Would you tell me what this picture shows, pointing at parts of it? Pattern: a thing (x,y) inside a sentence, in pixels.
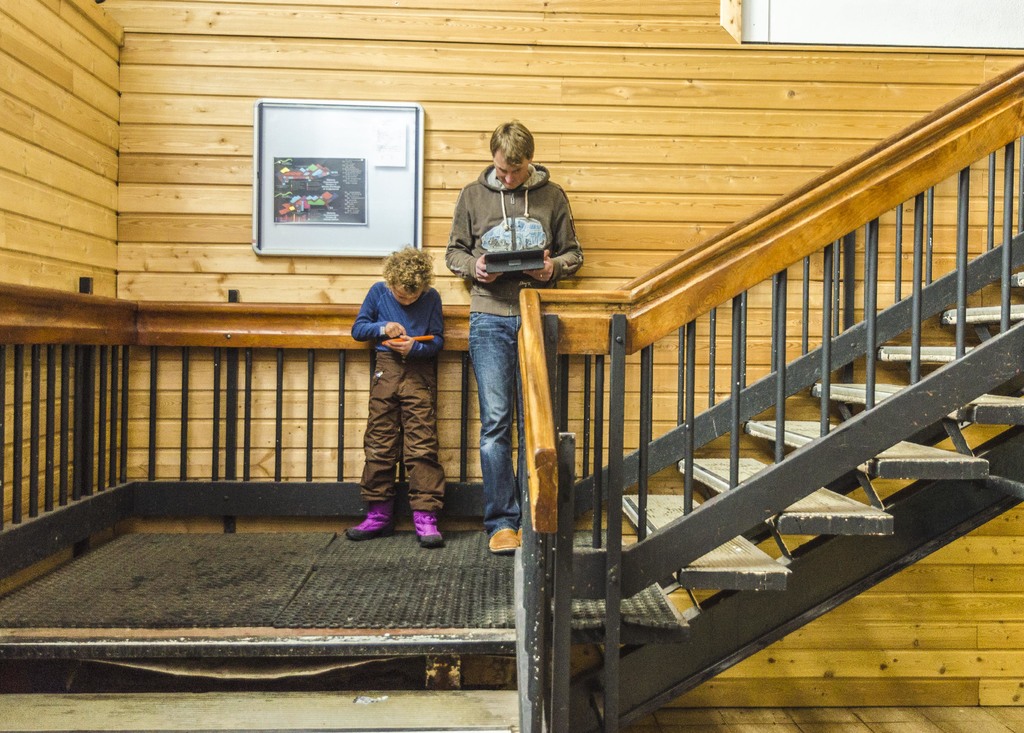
In this image, we can see people (471,313) and are holding objects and we can see stairs (1004,400), railings (563,352) and there is a board (271,150) on the wall (200,204) and we can see some posters (343,169).
